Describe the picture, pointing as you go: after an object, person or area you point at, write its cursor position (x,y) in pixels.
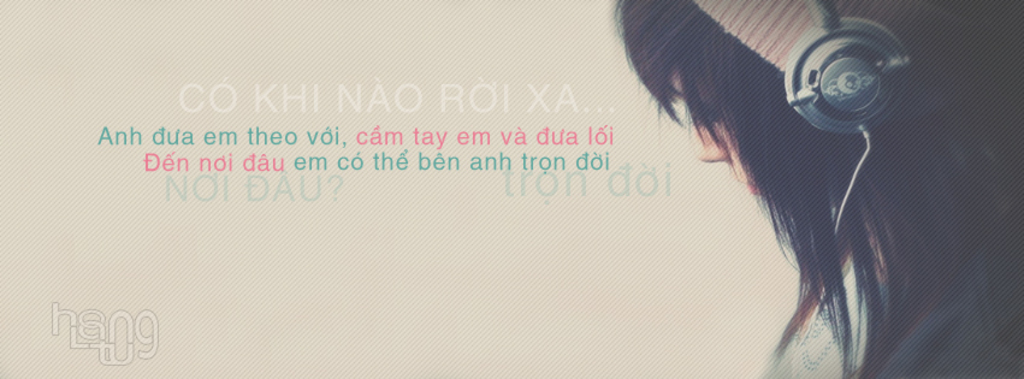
In this image we can see a picture of a woman (828,173) wearing headphones (863,52) and some text (333,160) and a logo (98,337).
